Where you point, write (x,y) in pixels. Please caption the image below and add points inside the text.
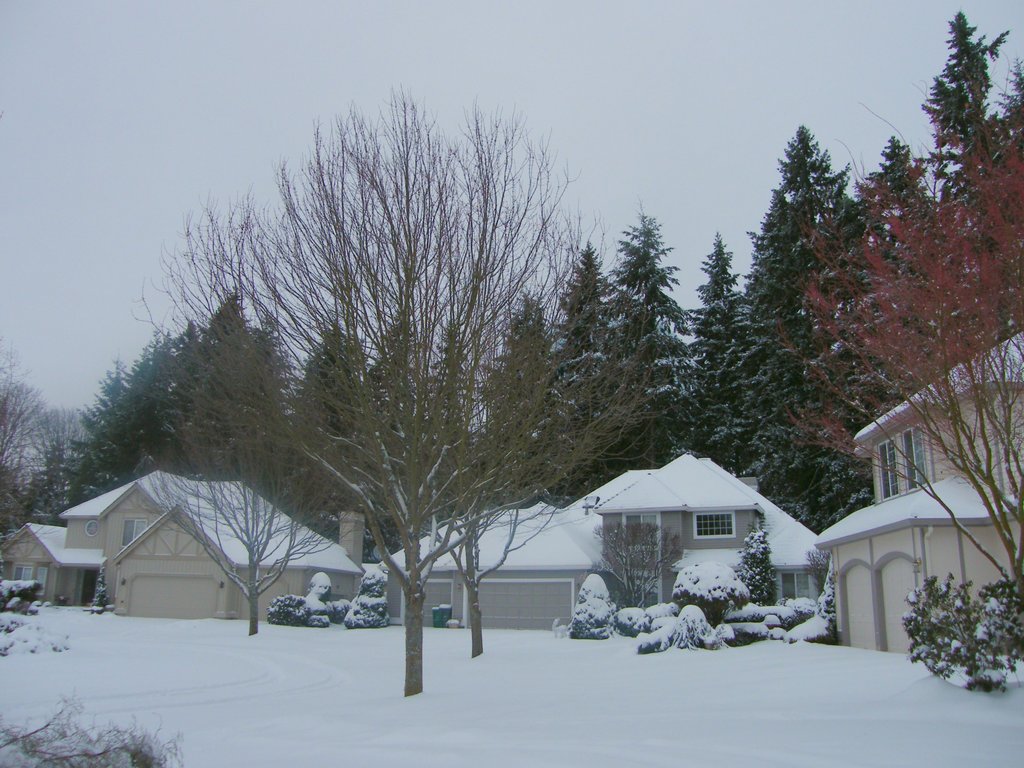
In this image we can see snow (742,648), buildings (396,598), bushes (746,585), trees (392,468) and sky (633,198).
